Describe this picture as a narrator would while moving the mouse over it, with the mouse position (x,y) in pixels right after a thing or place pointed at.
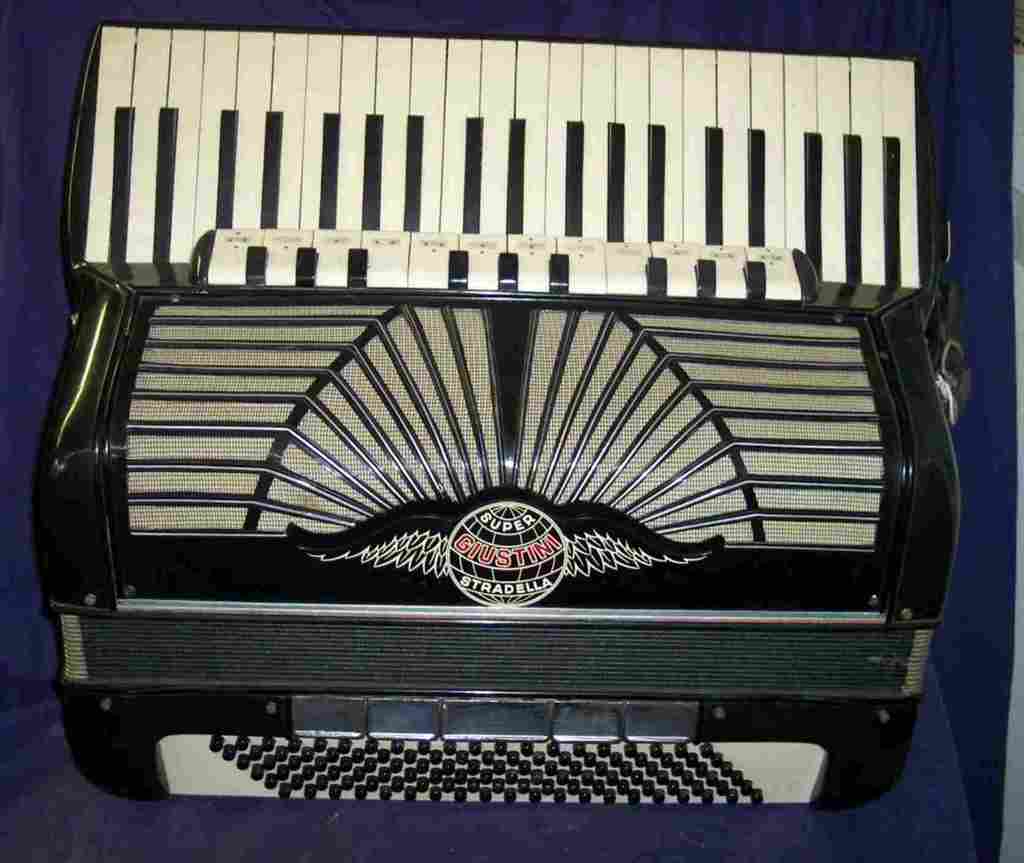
In this image, this looks like a musical instrument (569,400) named as Giustini Super Stradella. I can see a logo (519,541) on the musical instrument (590,559). The background (958,65) looks dark blue in color.
